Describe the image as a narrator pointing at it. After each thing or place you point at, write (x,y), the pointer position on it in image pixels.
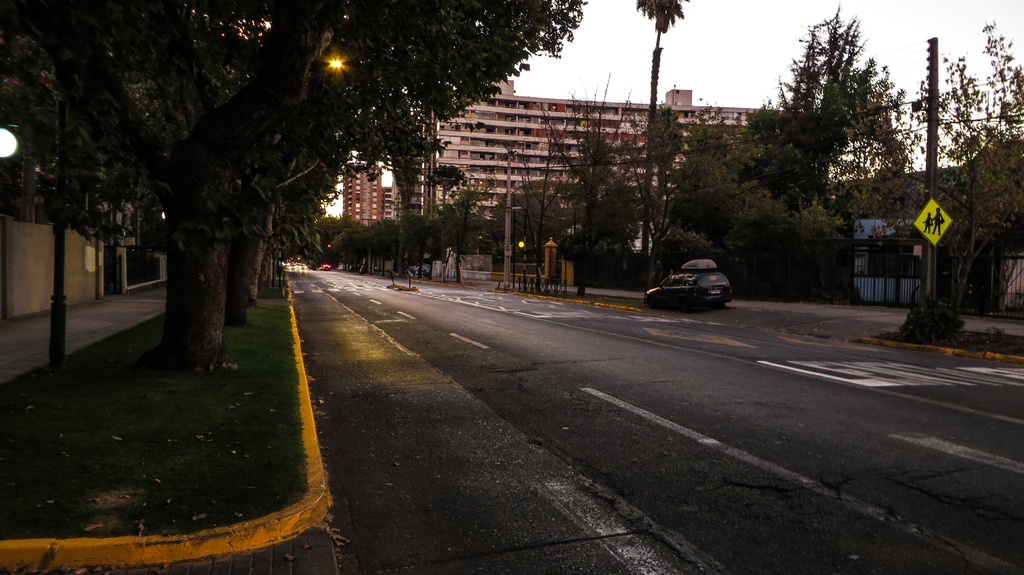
In this picture we can see a road (680,471), on this road (688,468) we can see a vehicle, here we can see buildings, sign board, trees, electric poles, lights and we can see sky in the background (842,8).
